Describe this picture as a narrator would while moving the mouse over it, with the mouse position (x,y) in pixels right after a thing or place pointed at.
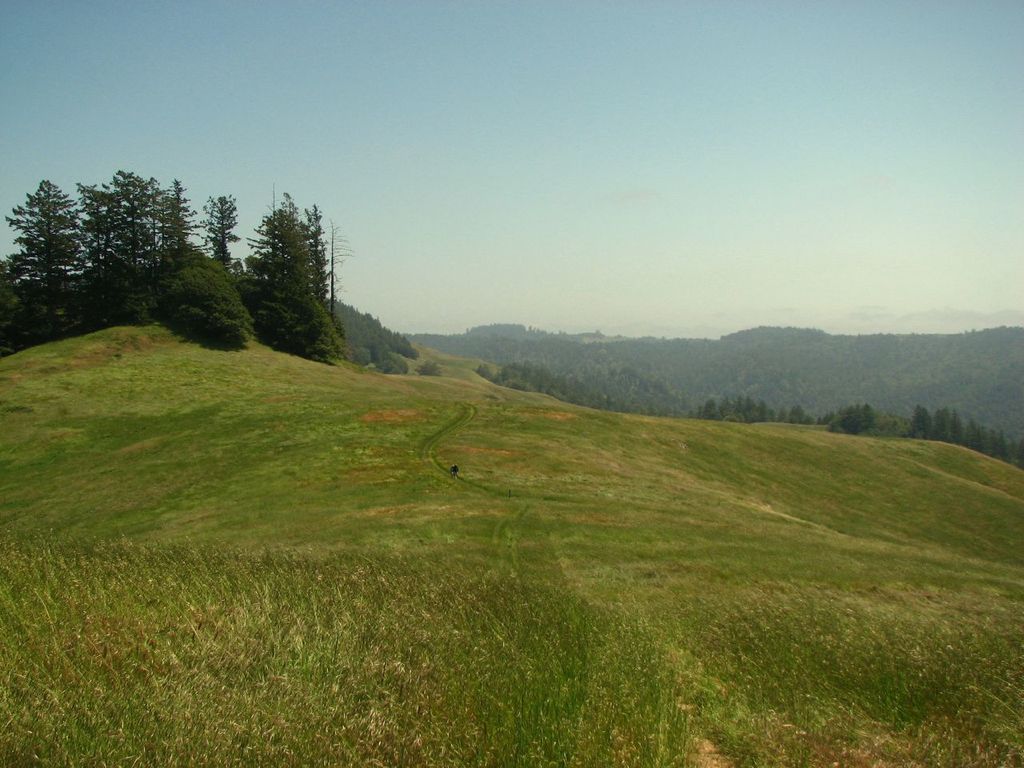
This is an outside view. At the bottom of the image (514,551) I can see the grass (271,527). In the background (179,307) there are many trees (149,291). At the top of the image (528,111) I can see the sky (490,111).
